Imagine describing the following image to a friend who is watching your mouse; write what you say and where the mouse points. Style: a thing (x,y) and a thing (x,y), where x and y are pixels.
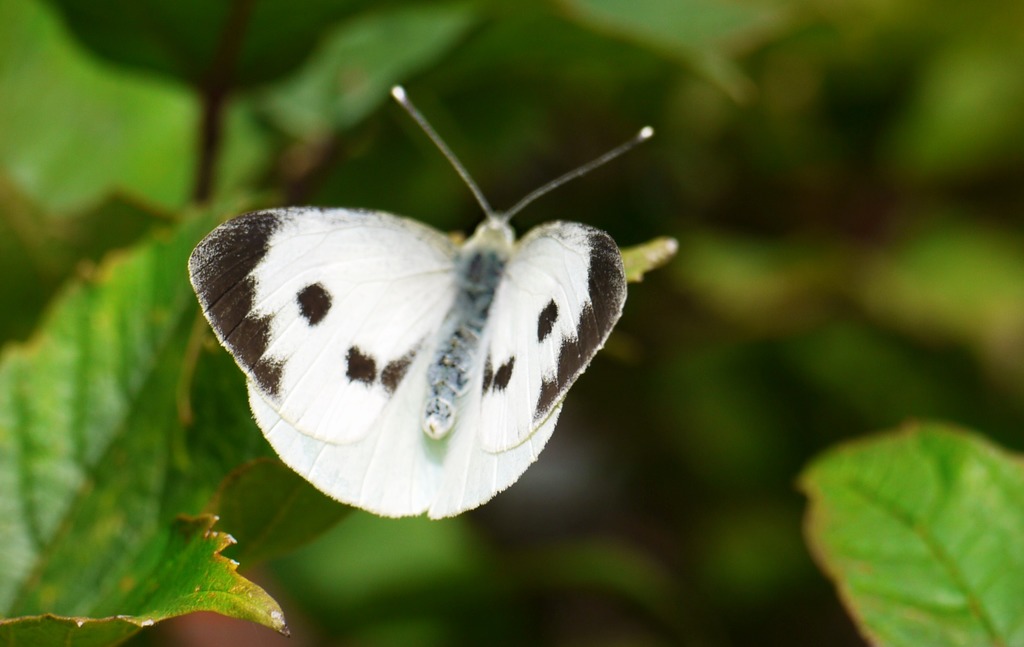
In this picture, there is a butterfly (492,368) which is in black and white in color. Towards the left (161,461) and right, there are leaves (874,604).
